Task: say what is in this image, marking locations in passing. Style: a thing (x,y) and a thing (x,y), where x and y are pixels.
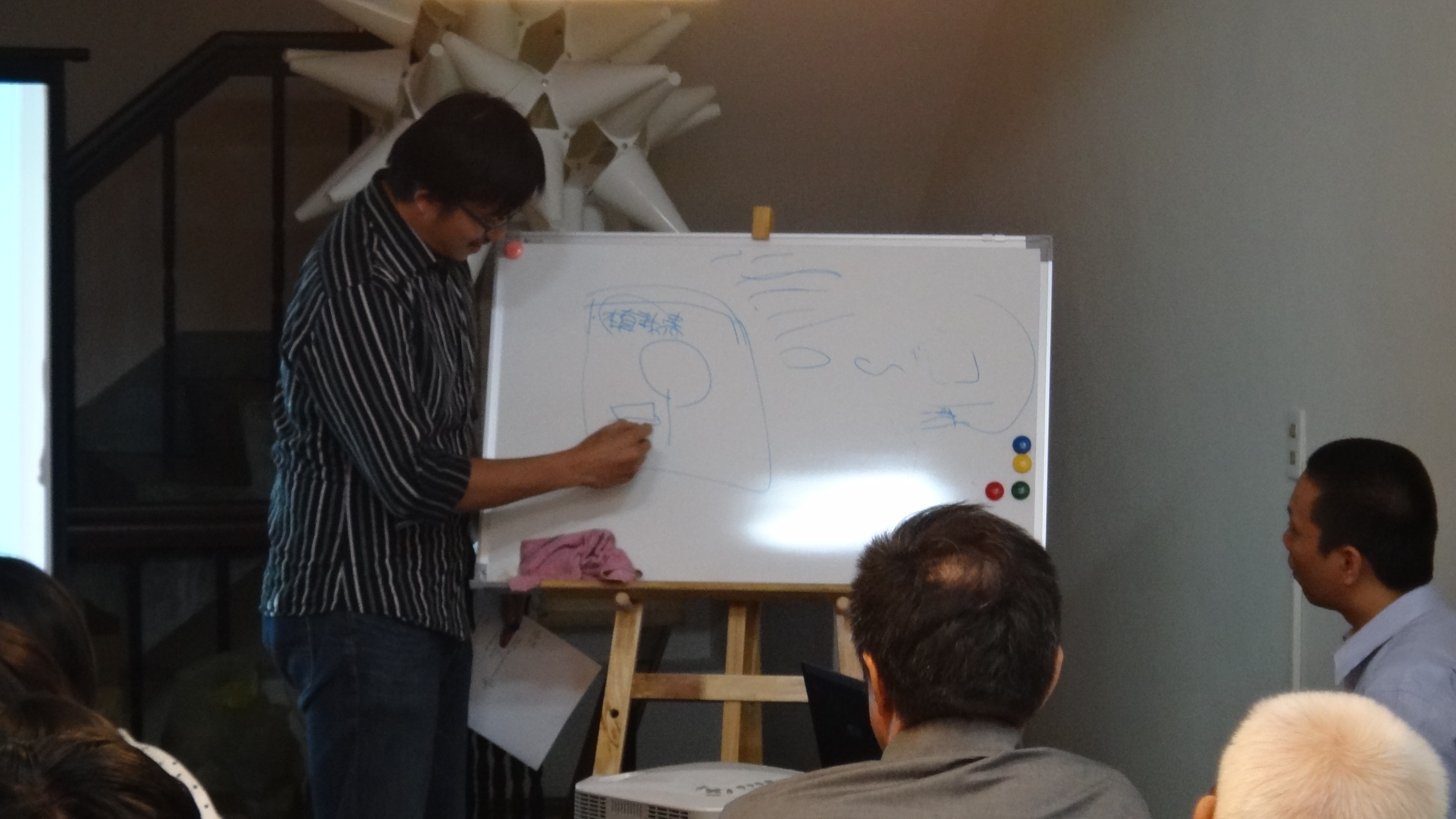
This image is taken indoors. In the background (1086,175) there is a wall (724,117). There is a railing (185,89). There is an architecture (607,125). At the bottom of the image (135,799) there are a few people (67,681). In the middle of the image (492,493) a man (402,344) is standing and he is writing on the board (698,407) with a marker pen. There is a board (691,406) with a text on it. There is a cloth (601,553) and there is a device (674,783).
